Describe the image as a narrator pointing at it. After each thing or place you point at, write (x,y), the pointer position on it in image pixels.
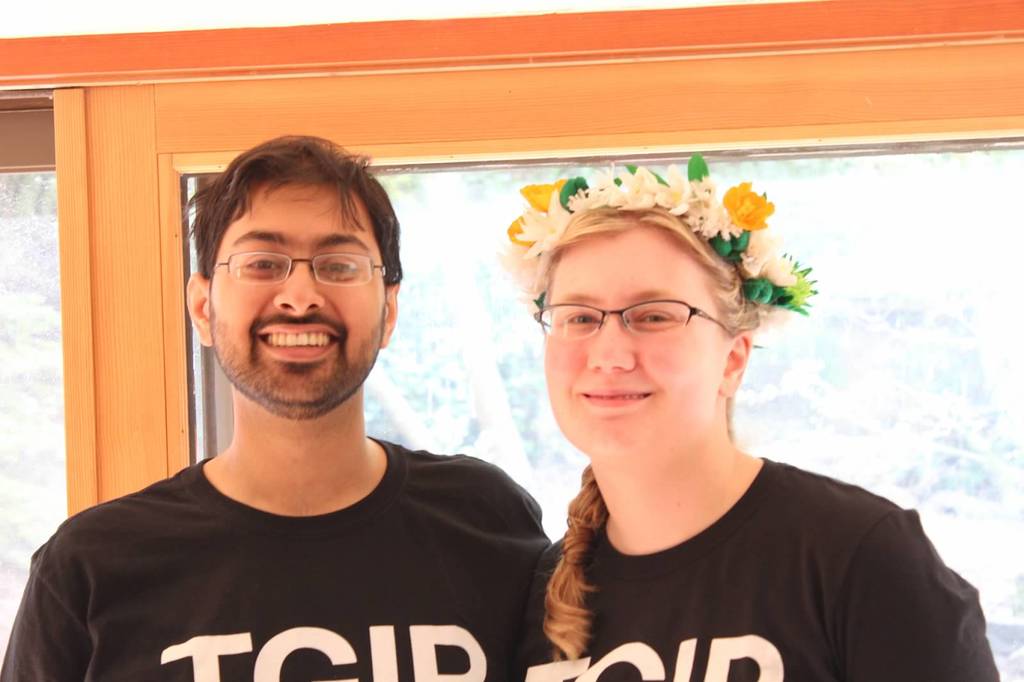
In the foreground of this picture (531,559), there is a couple (610,607) standing and having smile on their faces (663,349). In the background (944,312), there is a glass (928,345) and on the top (849,95), there is a wooden wall (512,87).
